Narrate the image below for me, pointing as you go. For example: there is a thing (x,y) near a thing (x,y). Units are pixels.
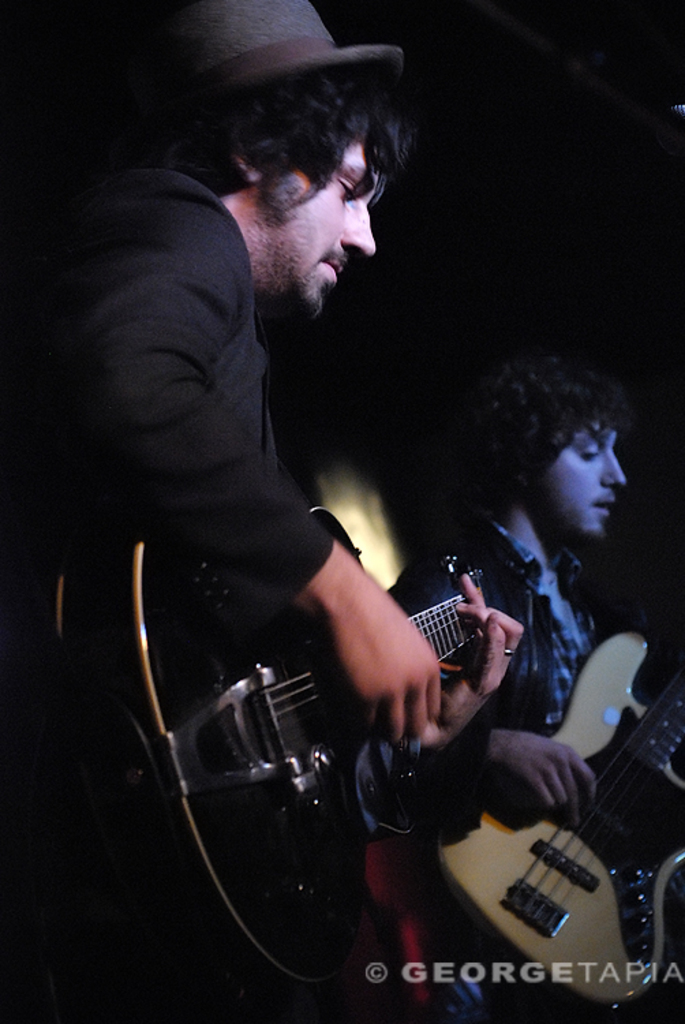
In this picture we can see two men (237,491). The men (162,379) in the front (162,381) is wearing a black dress (169,414) and playing the guitar (301,724). And he is wearing hat (222,35) on his head (234,115). The men (557,774) at the right side (563,688) is also playing a guitar (598,749).
